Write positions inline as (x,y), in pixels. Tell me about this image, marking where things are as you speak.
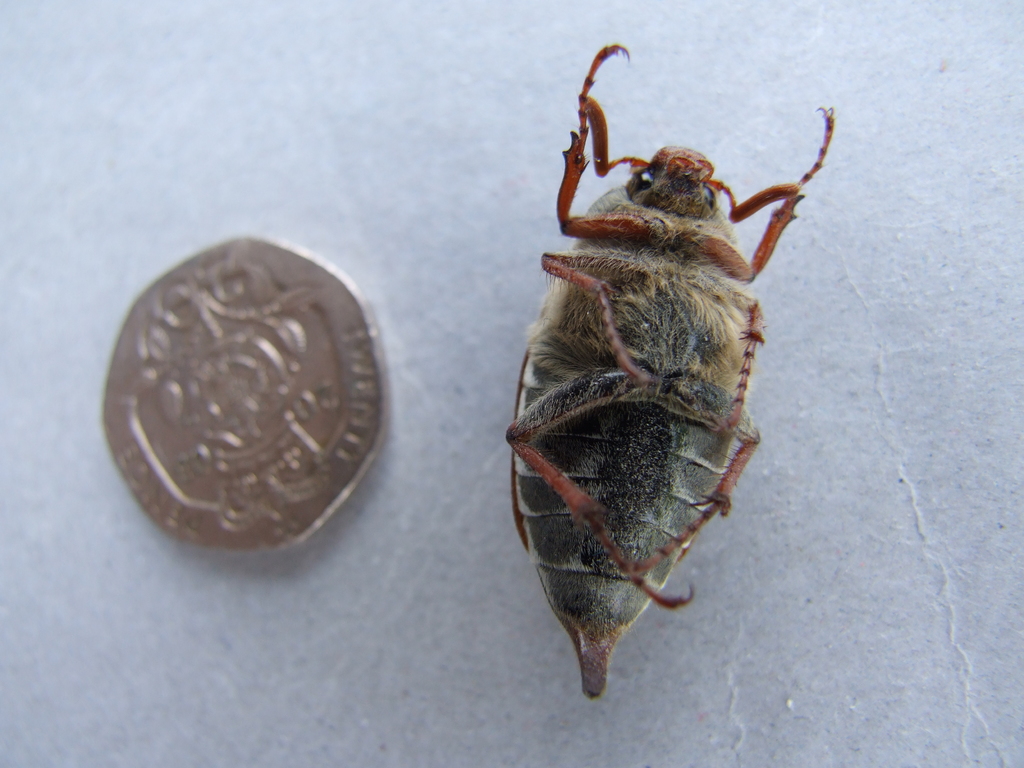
In this image I can see an insect (657,393) which is in black and brown color. To the side I can see the coin (258,364). These are on the white color surface (212,158).
